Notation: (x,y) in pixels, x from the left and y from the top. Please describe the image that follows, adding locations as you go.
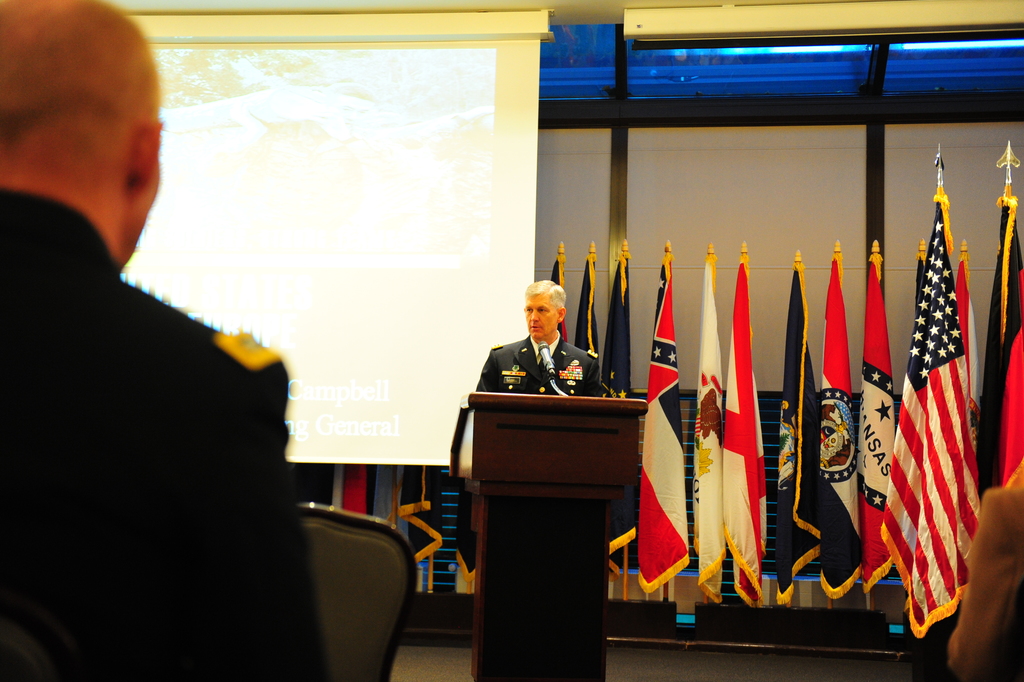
In this image, we can see people (269,541) wearing uniforms (522,372) and we can see a podium (488,466) and a mic (560,393) and there is a chair (341,542). In the background (405,502), there are flags (870,355) and we can see a screen (358,180) with some text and there is a wall (730,198).
